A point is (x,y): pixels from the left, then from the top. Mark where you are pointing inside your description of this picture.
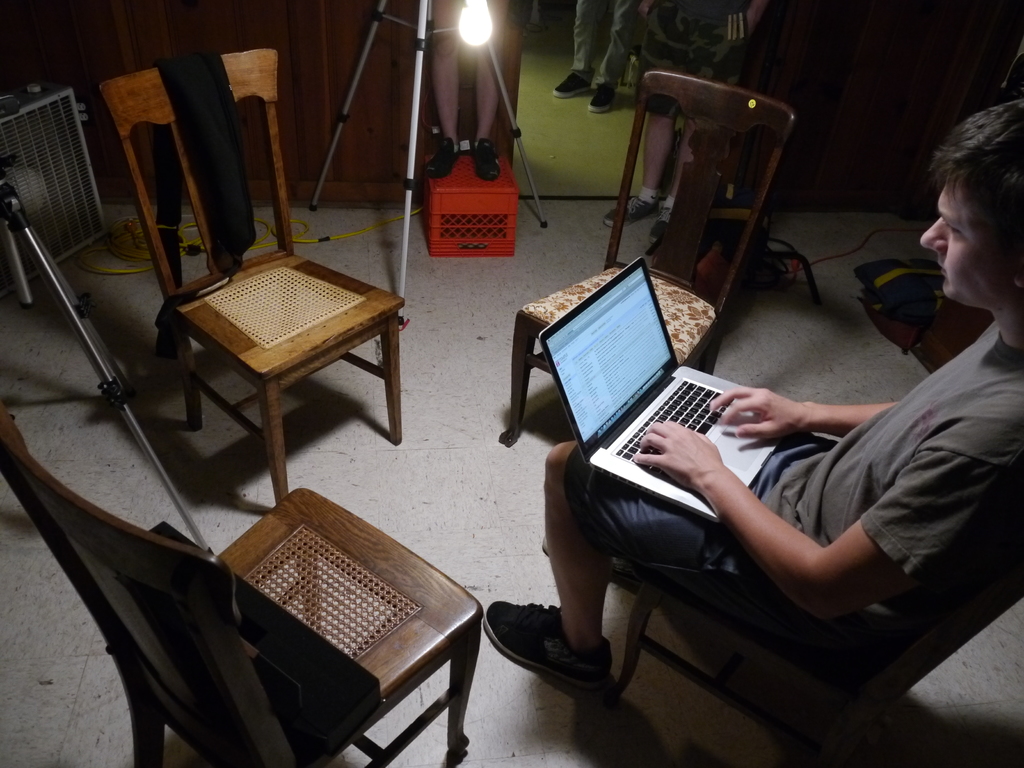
In this picture we can see man (817,549) sitting on the chair (802,650). These are the chairs (144,754) on the floor (426,511). Here we can see a light (471,35). And this is the floor (574,158).
